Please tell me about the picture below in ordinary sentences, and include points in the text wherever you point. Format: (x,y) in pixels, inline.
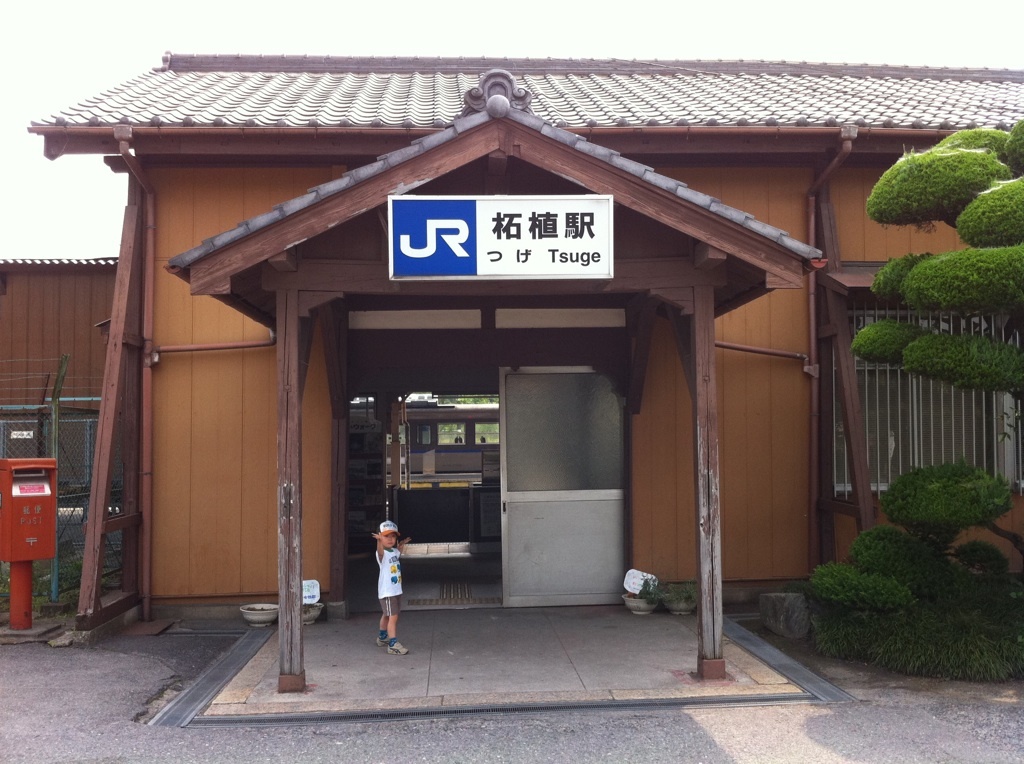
In the center of the image (546,434) we can see a shed (666,464). On the right (975,567) there is a tree (963,511) and a window (905,438). At the bottom (383,617) there is a boy (396,616) and we can see a board (446,267). On the left (40,582) there is a post box (36,459) and a fence (67,433). In the background (180,18) there is sky (393,29).
